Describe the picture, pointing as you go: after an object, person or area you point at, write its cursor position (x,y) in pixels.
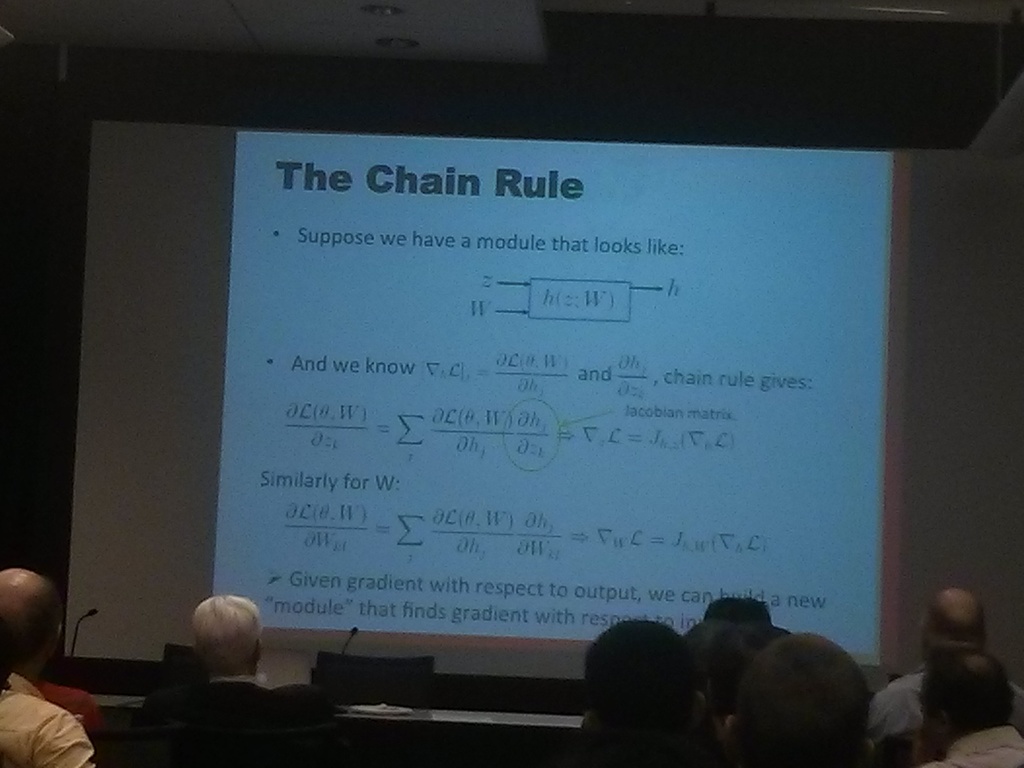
In this image we can see many people (673,660) sitting. There are chairs (365,695). Also there are tables (347,711) with mics (342,648). In the back (339,244) there is a wall (609,124) with a screen (564,293). On the screen (554,420) something is written.
